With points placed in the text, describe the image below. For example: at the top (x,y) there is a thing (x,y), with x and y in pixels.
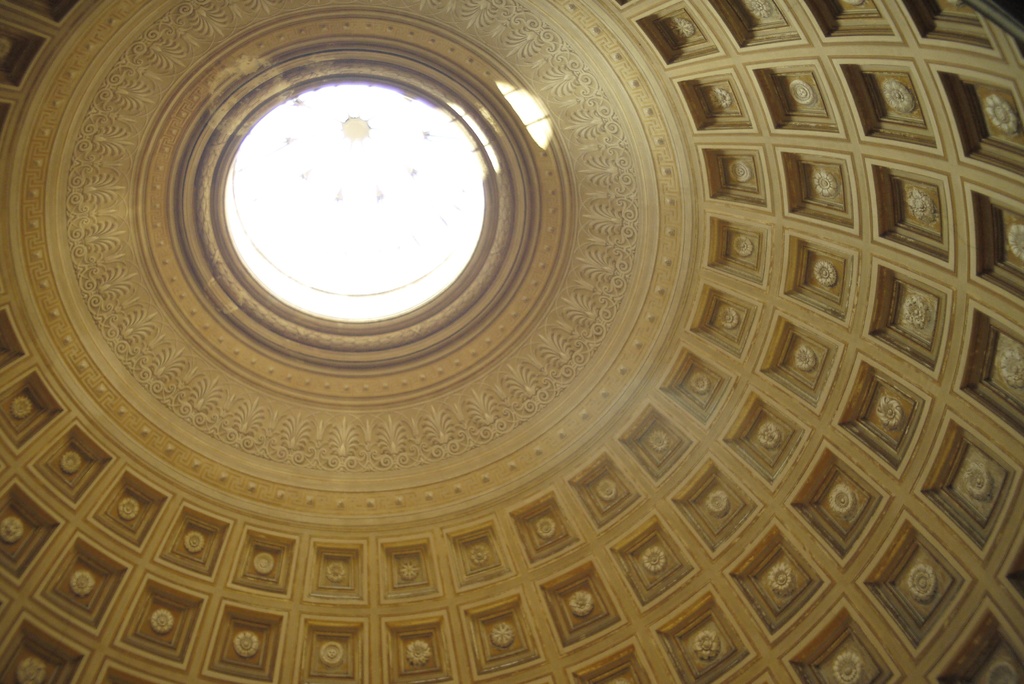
In this image we can see the dome (321,459) of the Vatican Museum (409,432).
